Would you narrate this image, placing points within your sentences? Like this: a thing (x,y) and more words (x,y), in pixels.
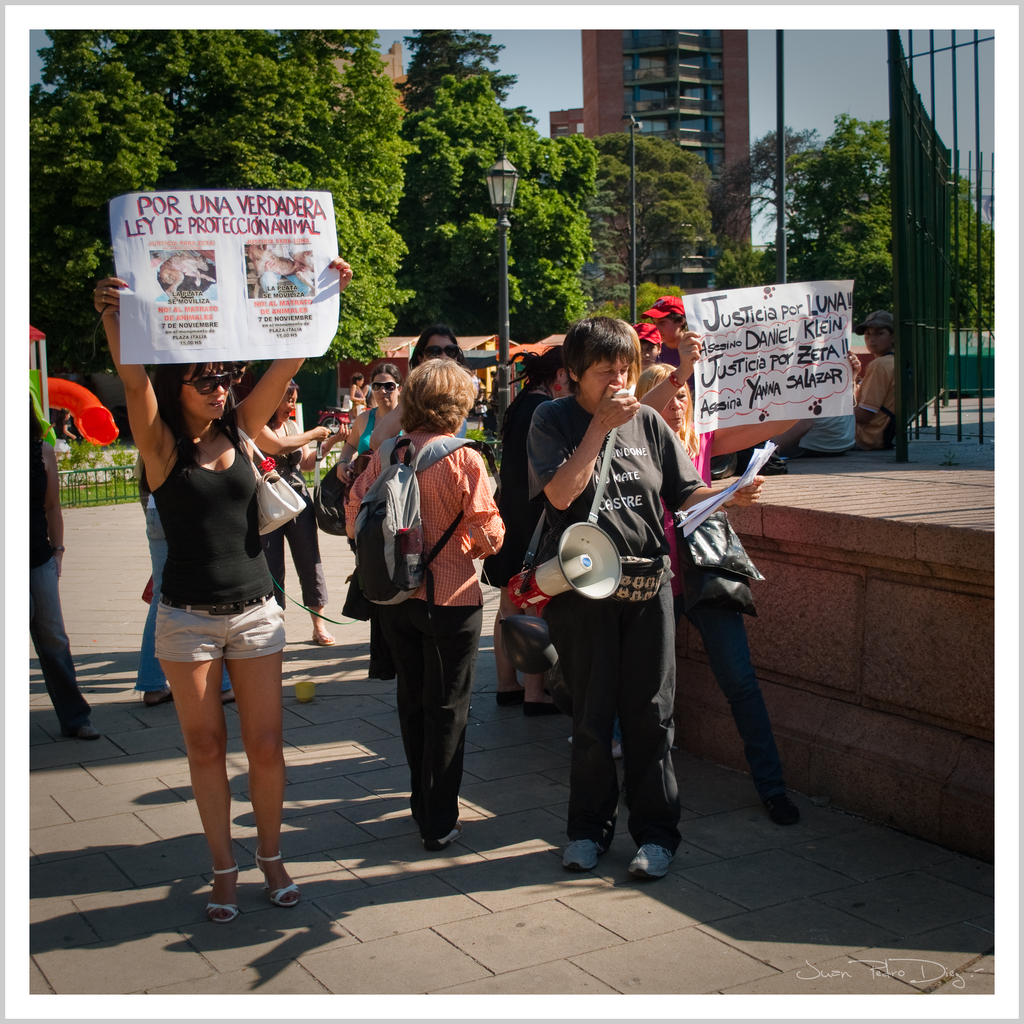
In this image we can see persons (599,448) standing on the ground (341,813) and holding advertisements (234,268), bags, speakers (577,538) and papers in their hands (744,489). In the background (240,128) we can see street poles (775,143), street lights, grill (904,334), trees (131,146), buildings (707,35) and sky (541,65).
